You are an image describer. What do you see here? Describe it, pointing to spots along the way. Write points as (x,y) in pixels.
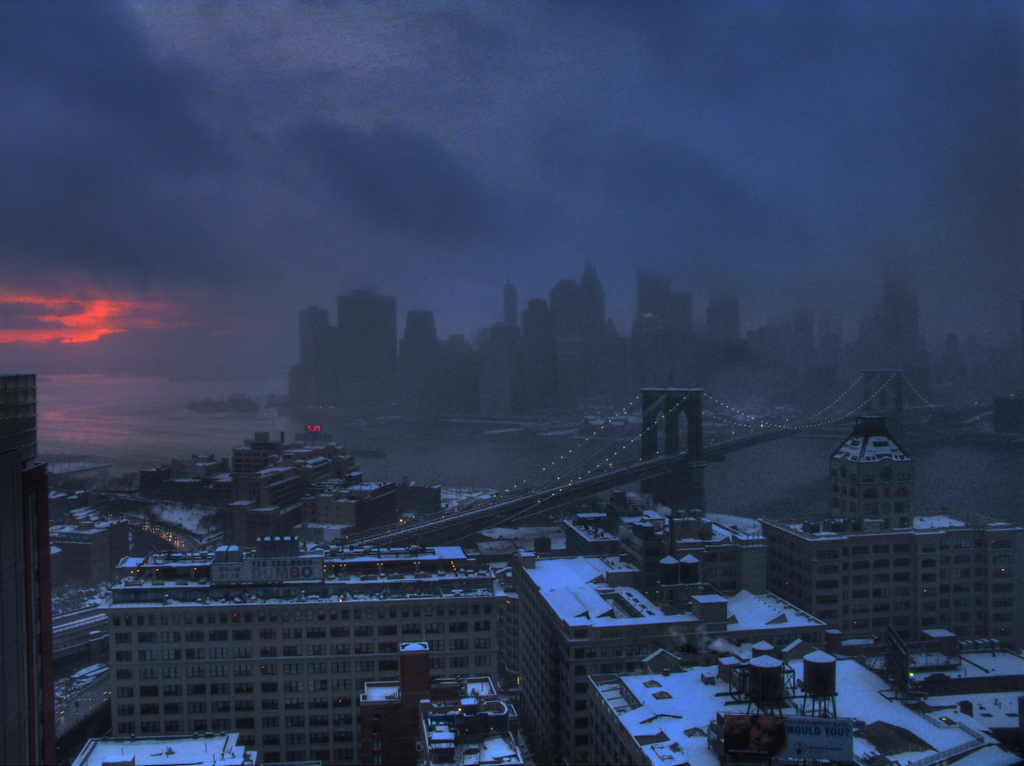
In this picture we can observe some buildings (262,580). There is a bridge (681,440) across the river (479,465). We can observe some snow (567,564) on the buildings (822,608). In the background (114,395) there is a river (110,392) and a sky (299,213) with some clouds (364,175).
